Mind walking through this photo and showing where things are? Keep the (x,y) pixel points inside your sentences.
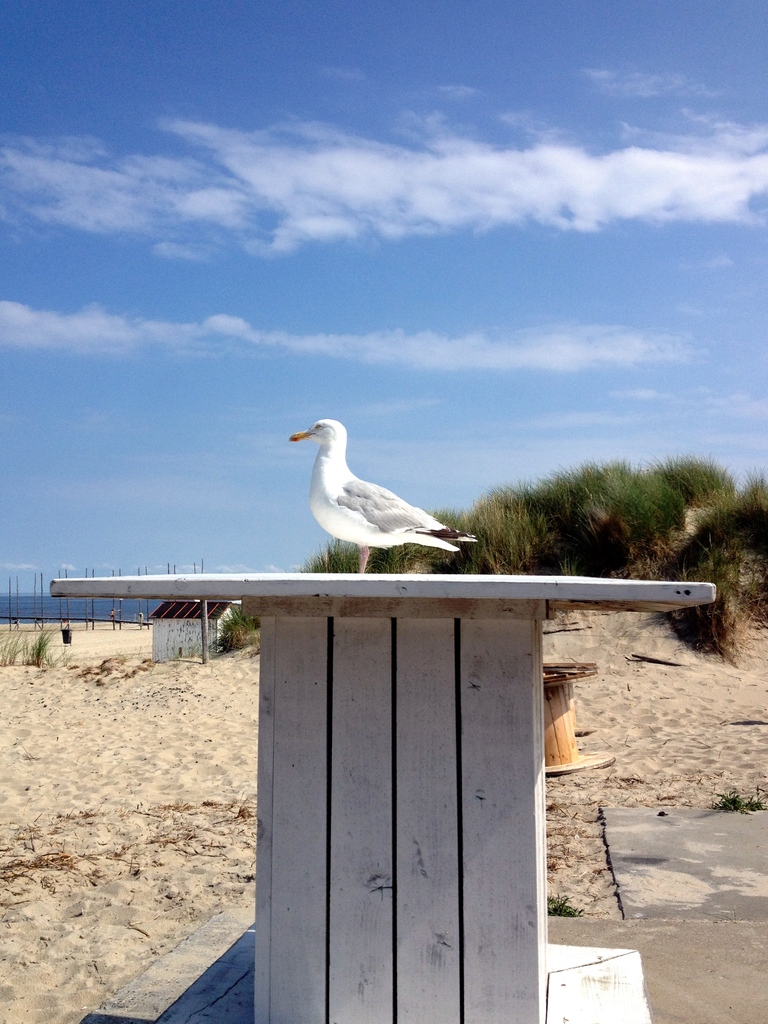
In the image we can see a bird (366,514), white in color and here we can see a wooden object (373,782). Everywhere there is sand (669,707), we can even see grass (596,555), building (176,624) and cloudy pale blue sky (238,303).
